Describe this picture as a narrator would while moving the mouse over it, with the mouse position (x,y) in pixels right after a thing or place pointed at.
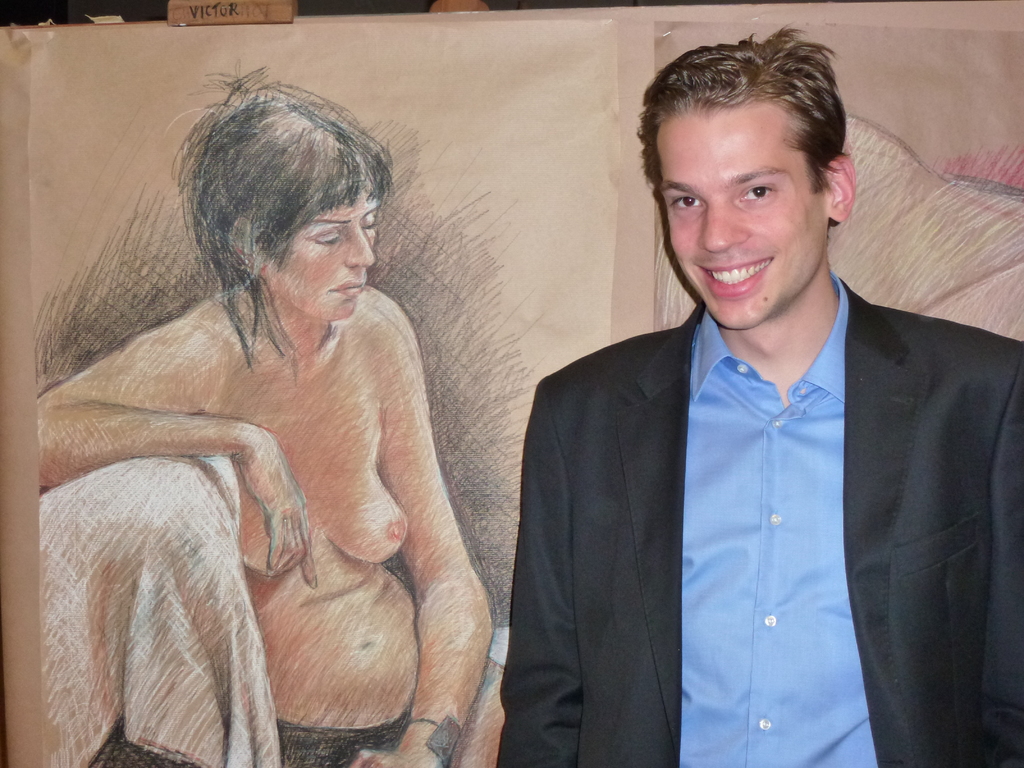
In this image there is a person (758,456) is wearing blue shirt (719,562) and black coat (676,480), in the background (505,217) there is a painting (96,367) of a women (321,607).
